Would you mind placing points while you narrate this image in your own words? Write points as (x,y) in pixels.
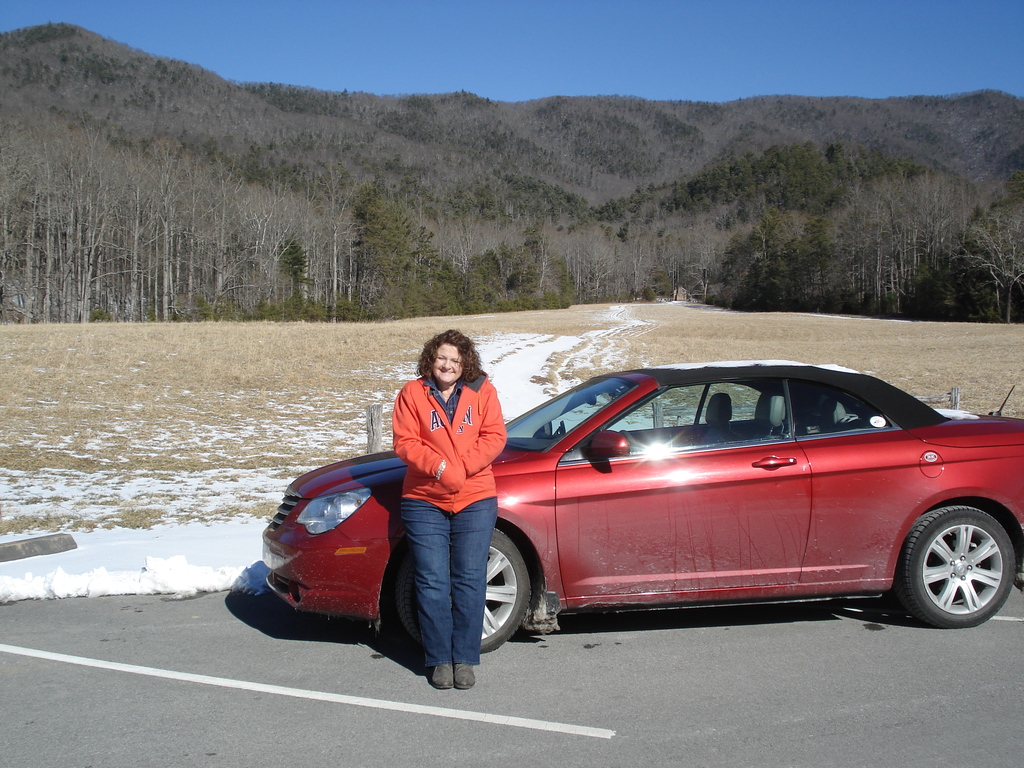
In this image we can see a woman (473,553) and a car (648,539) on the road (456,715). In the background (207,231), we can see trees (726,233) on the mountain (428,160) and land (207,375) is covered with snow (270,493) and dry grass (190,390). At the top of the image (312,42), we can see the sky (324,50).
